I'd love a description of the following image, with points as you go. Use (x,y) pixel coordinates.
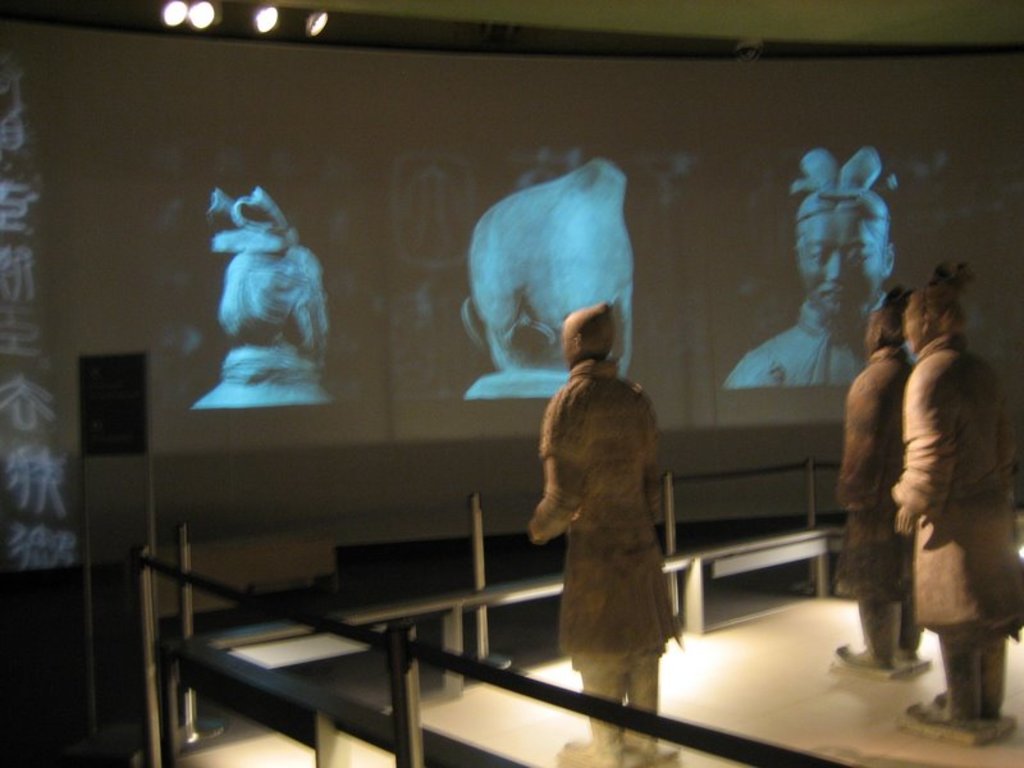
In the image there are statues (608,462) on the floor (392,761). In front of them there are railings (188,594). In the background (984,286) there is a screen (301,356) with images (289,346) and at the top of the image (319,21) there are lights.
